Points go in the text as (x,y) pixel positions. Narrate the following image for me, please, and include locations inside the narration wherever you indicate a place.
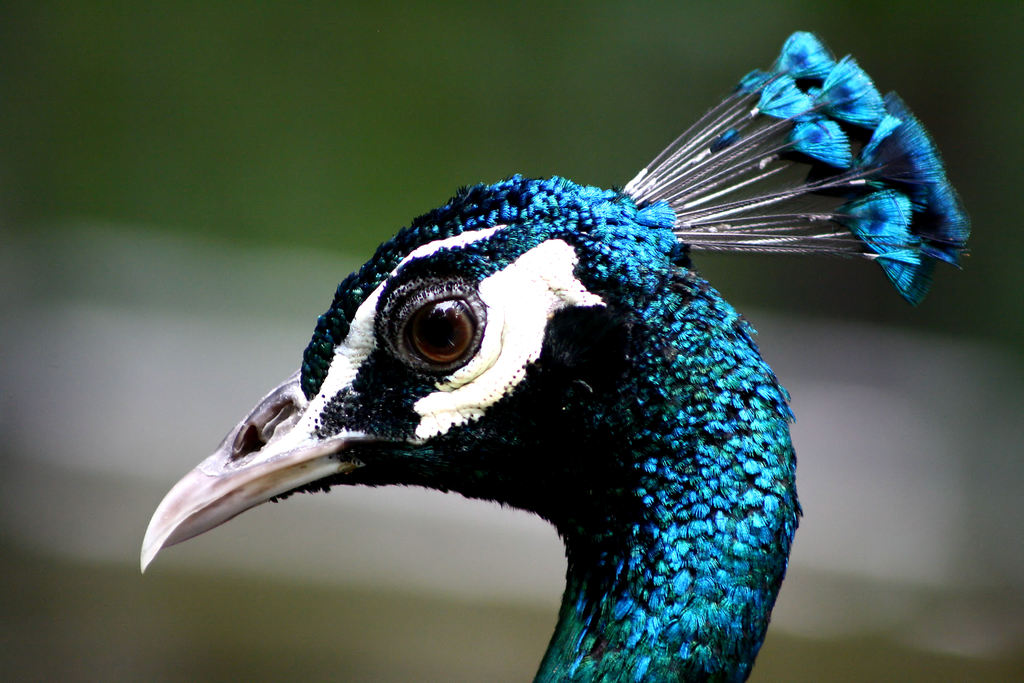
In this image I can see a peacock (563,455) which is facing towards the left side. On the head (587,233), I can see crest (799,155) in blue color. The background (560,85) is blurred.
